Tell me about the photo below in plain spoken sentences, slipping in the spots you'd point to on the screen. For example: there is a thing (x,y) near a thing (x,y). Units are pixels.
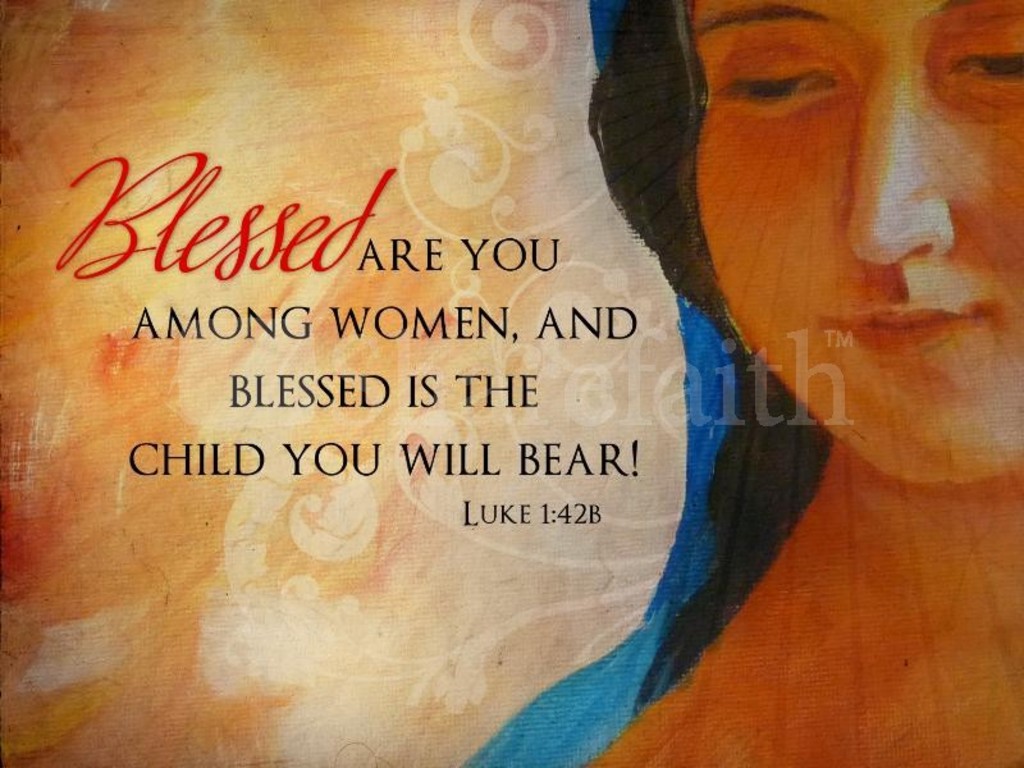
This is a poster (500,57) having painting (834,422) of a woman (804,217), designs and texts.
